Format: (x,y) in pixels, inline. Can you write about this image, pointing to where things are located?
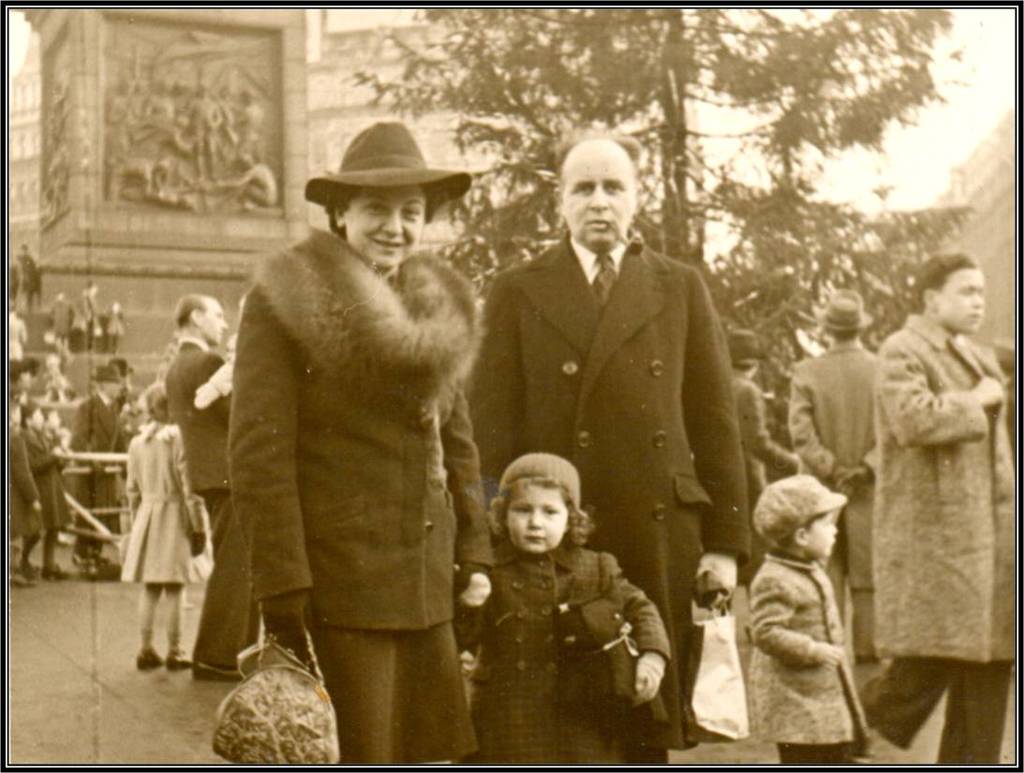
In this image I can see the group of people (533,399) with the dresses (596,267). I can see few people (562,573) with the hats (538,486) and one person (302,662) is holding the bag (283,656). In the background (394,112) there are trees (519,104), building (335,108) and the sky (722,114).
